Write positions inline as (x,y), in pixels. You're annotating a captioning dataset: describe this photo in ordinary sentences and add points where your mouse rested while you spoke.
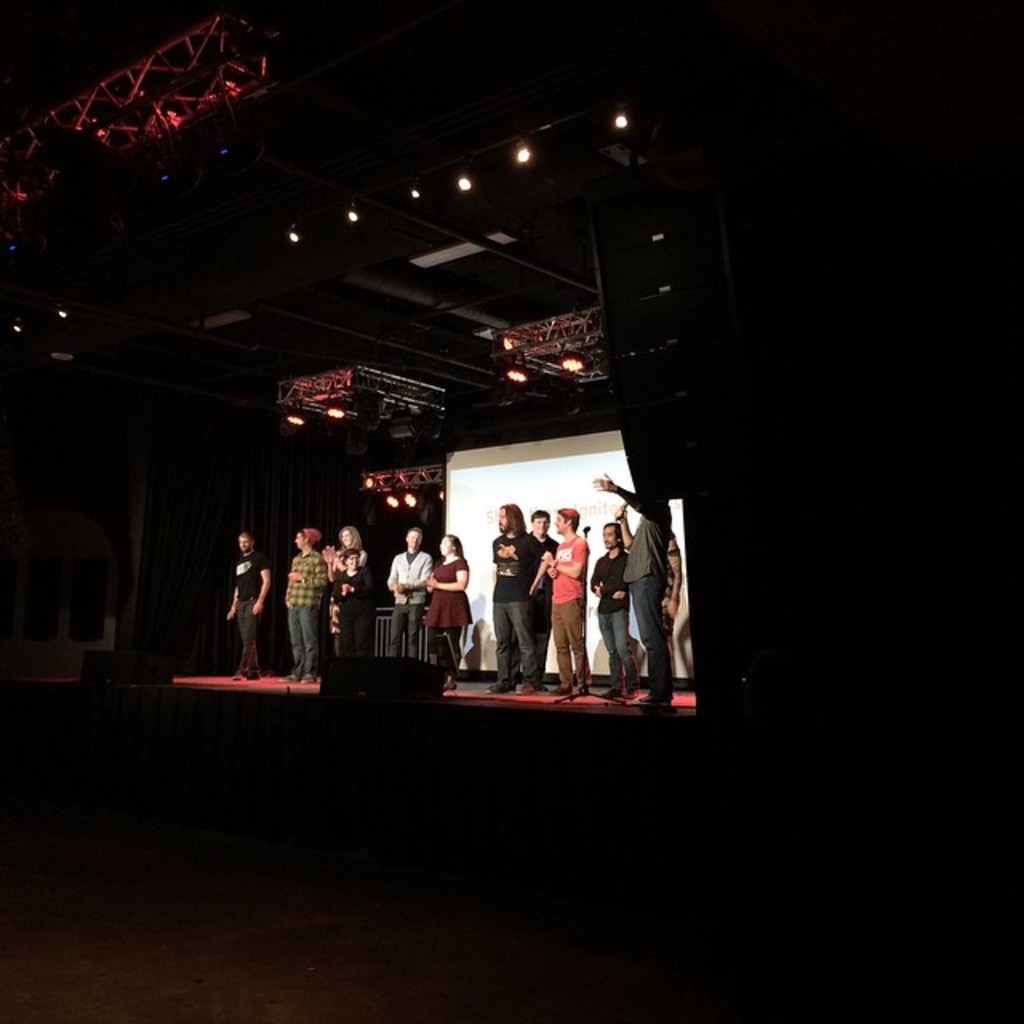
There is a stage (282,705). There are many people (501,611) standing on the stage (516,690). On the stage (280,688) there are speakers (388,670). In the back (318,462) there is curtain (335,469) and a white screen (499,494). On the top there are lights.
